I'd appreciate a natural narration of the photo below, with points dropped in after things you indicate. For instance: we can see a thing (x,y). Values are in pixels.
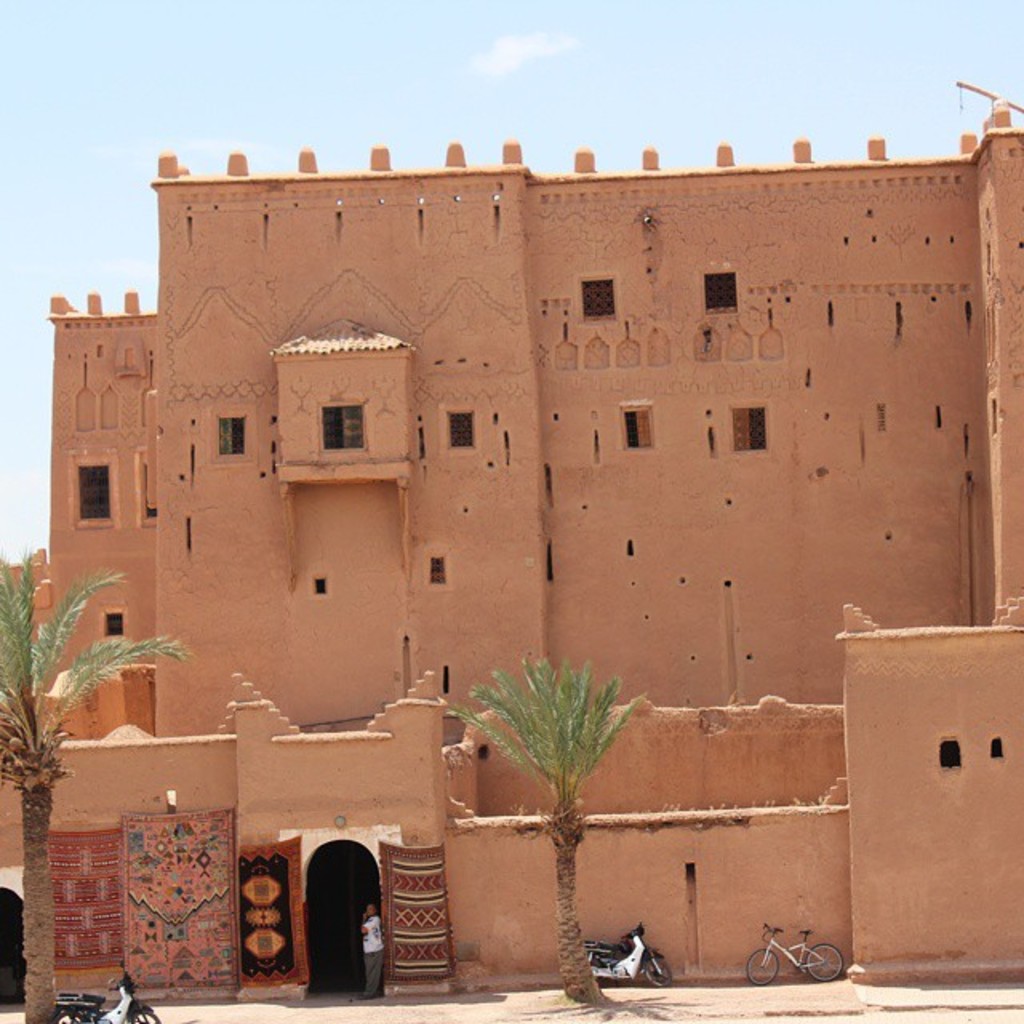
In the image we can see the building (752,664), pale brown in color. Here we can see a person (381,948) standing and wearing clothes (366,958). Here we can see two wheeler (623,966) and a bicycle (759,965). We can even see the trees (560,847) and the sky (571,110).
